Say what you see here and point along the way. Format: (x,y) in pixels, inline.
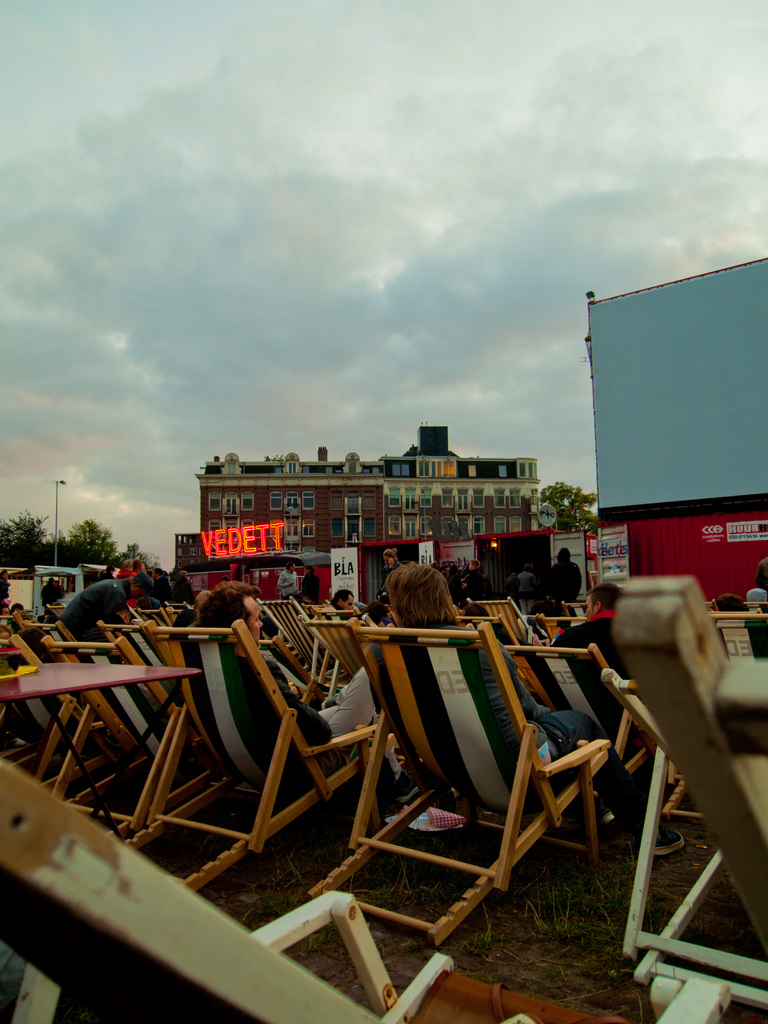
In this picture we can see some persons (429,610) are sitting on the chairs (749,636). This is a building (430,438) and there is a board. Here we can see some trees (10,528). There is a pole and this is sky (440,233) with clouds (475,190).
